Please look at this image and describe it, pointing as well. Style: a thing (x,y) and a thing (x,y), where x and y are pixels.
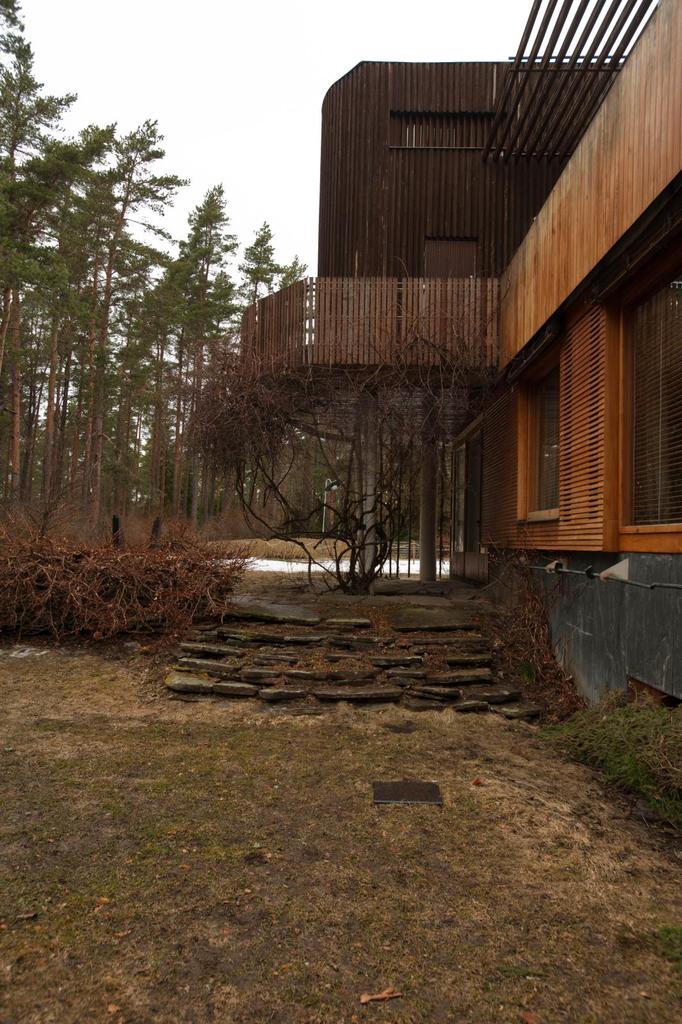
In this image on the right side (575,594) there is one house (622,360) and in the center (334,641) there are some stairs (370,641) and plants (115,626), at the bottom (588,790) there is grass (273,771) and in the background (162,394) there are some trees (176,297).
